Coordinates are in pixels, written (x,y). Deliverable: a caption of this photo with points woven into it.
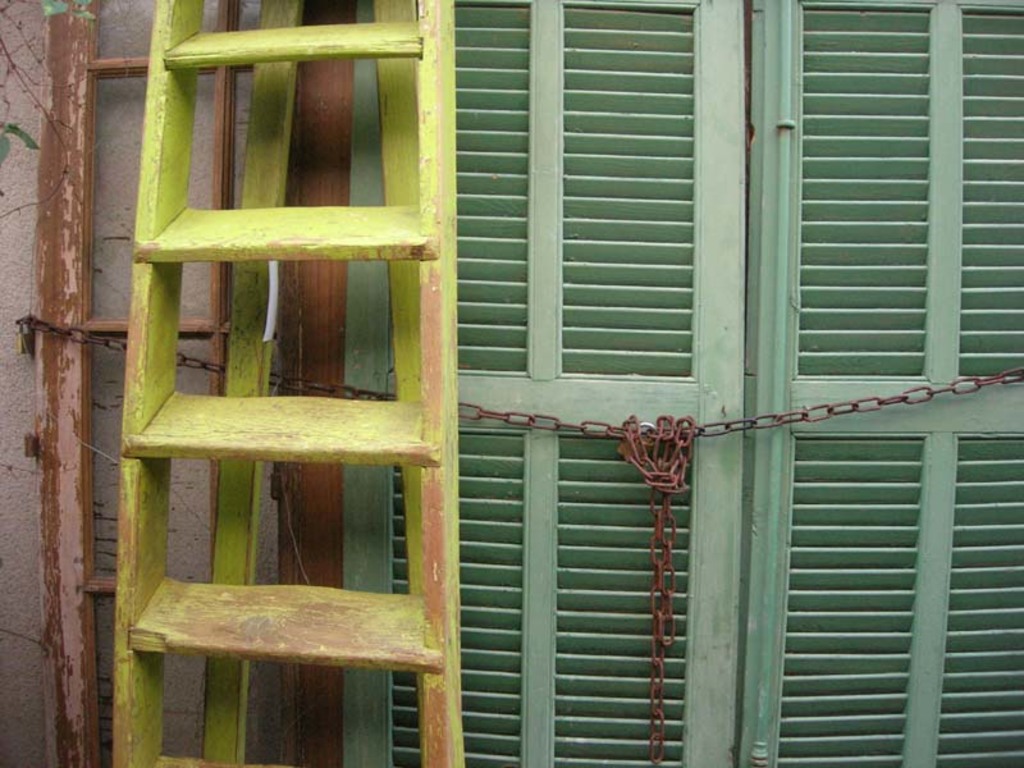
On the left side (339,436) we can see ladders (328,588) on the wall (25,308) and there is a chain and doors (840,235).
